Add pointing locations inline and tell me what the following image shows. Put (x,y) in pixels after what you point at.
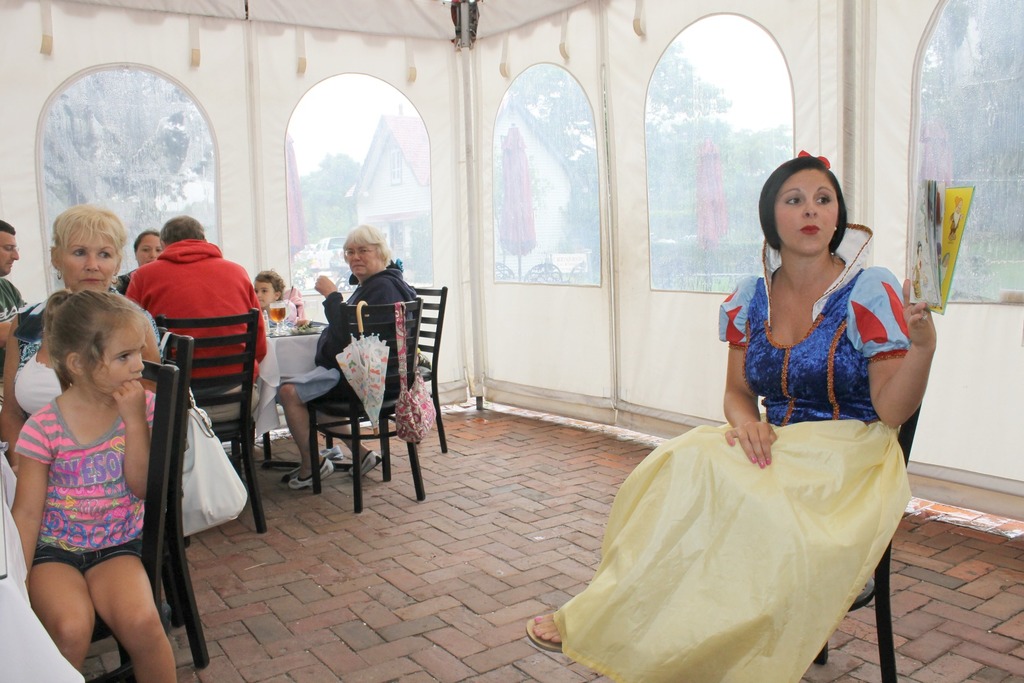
There are group of people (224,281) sitting in chairs (250,404) and there is a table (287,349) in front of them and there is a woman (828,397) sitting in a chair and holding a book (934,276) in the right corner (933,248).
